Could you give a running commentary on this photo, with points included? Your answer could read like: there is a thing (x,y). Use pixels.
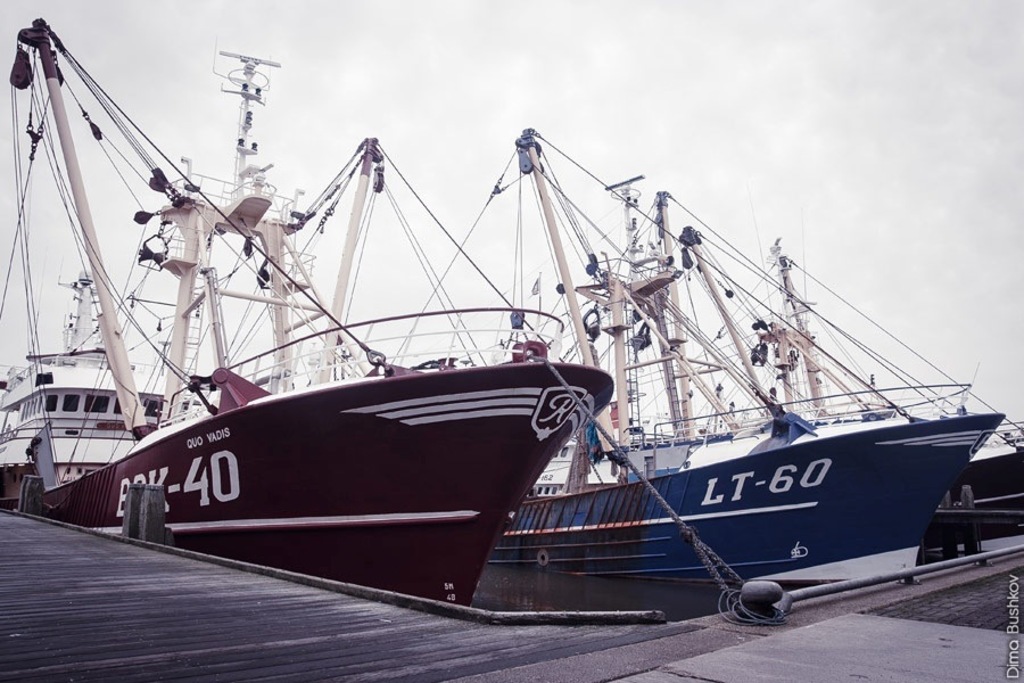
In this image, we can see some ships (727,498) moored in the water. We can also see the ground (911,640) and the sky (692,162). We can see some text (1014,675) on the bottom right corner (1016,653).
